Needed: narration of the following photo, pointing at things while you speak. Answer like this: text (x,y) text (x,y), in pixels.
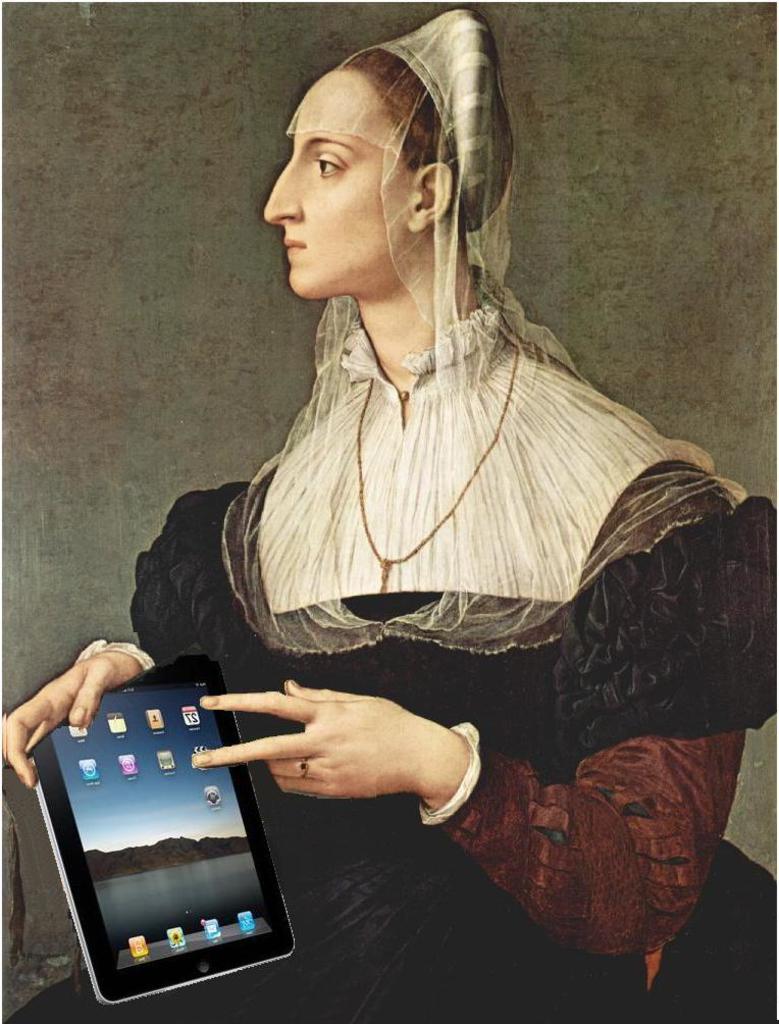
In the center of the image (284,646) there is a depiction of a lady (79,1018) holding an ipad (225,726).
